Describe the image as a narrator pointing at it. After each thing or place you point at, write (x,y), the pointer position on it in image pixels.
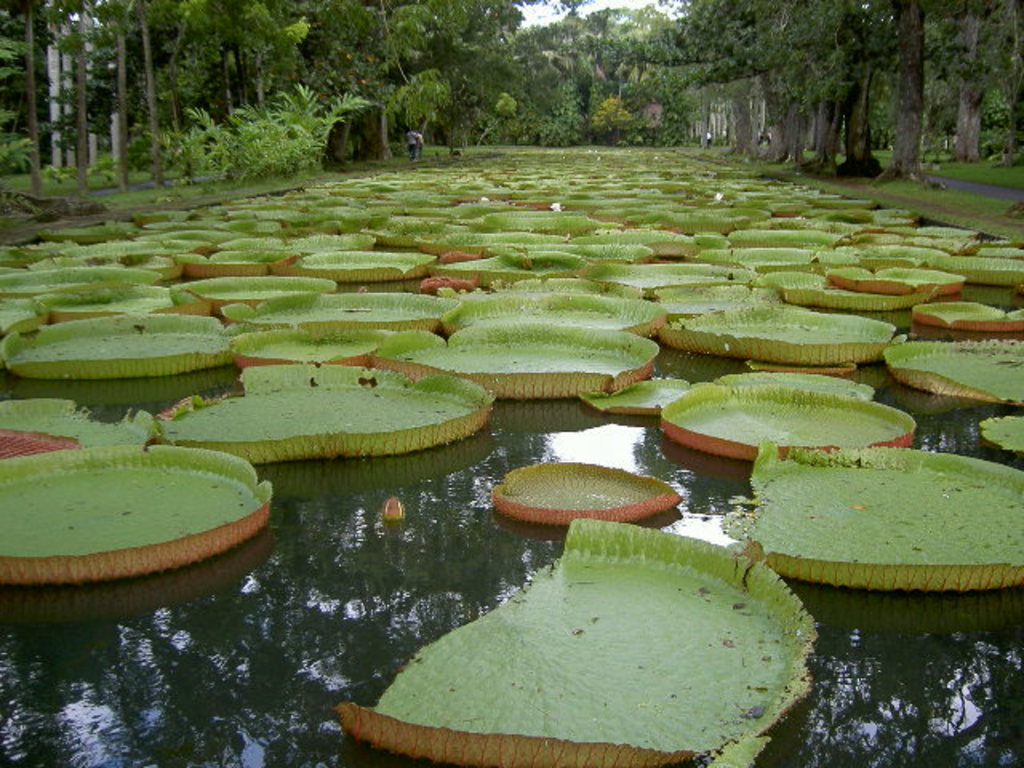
This picture is clicked in the garden (500,228). At the bottom of the picture (321,556), we see water (391,626) and we even see the leaves (324,449) and lotus flower (387,500) in that water (469,576). On either side of the picture, we see trees (901,151). We see two people (424,145) standing in the garden (391,144). In the background (440,104), there are trees (577,111).
